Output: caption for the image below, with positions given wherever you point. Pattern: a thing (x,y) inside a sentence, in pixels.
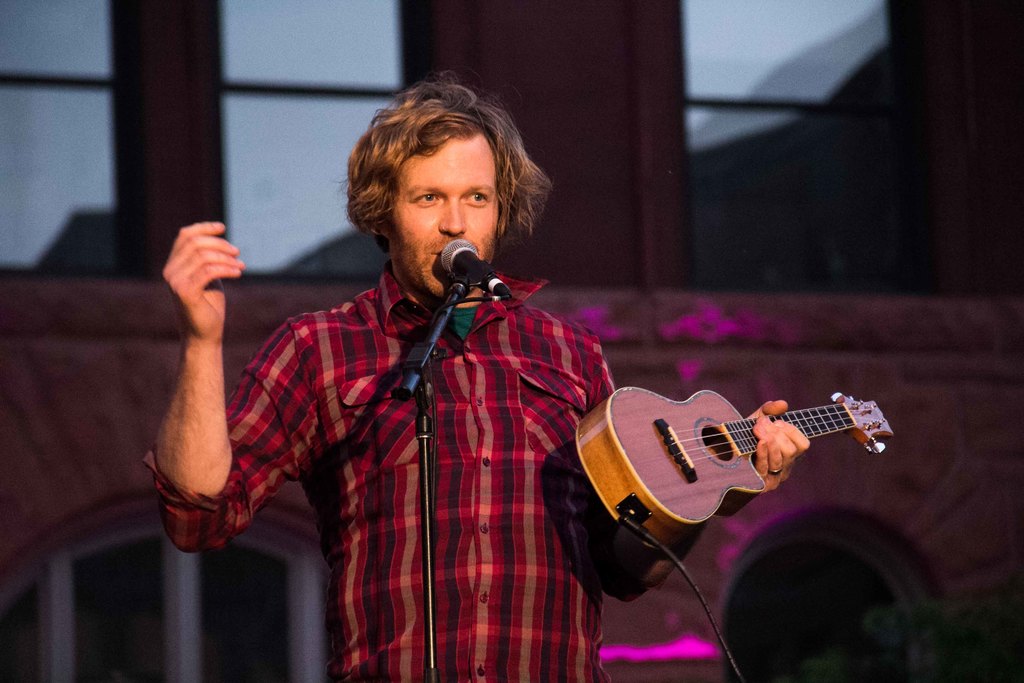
In this image I can see a man (473,440) wearing red color shirt (506,422), holding guitar (751,457) in his left hand (763,454) and it seems like he is singing a song. In front of this person (442,275) there is a mike stand (425,379). In the background (731,121) there is a building (647,96).
